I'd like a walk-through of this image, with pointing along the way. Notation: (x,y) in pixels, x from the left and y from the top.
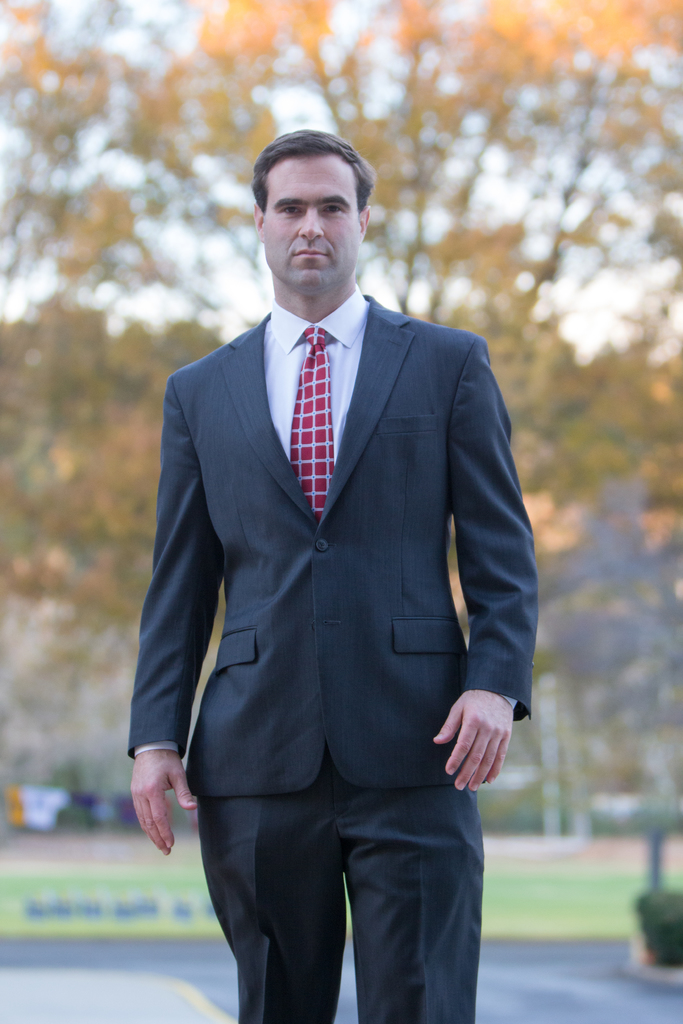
In this image there is a man (350,767) standing, and in the background (666,421) there are trees (11,393), sky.
